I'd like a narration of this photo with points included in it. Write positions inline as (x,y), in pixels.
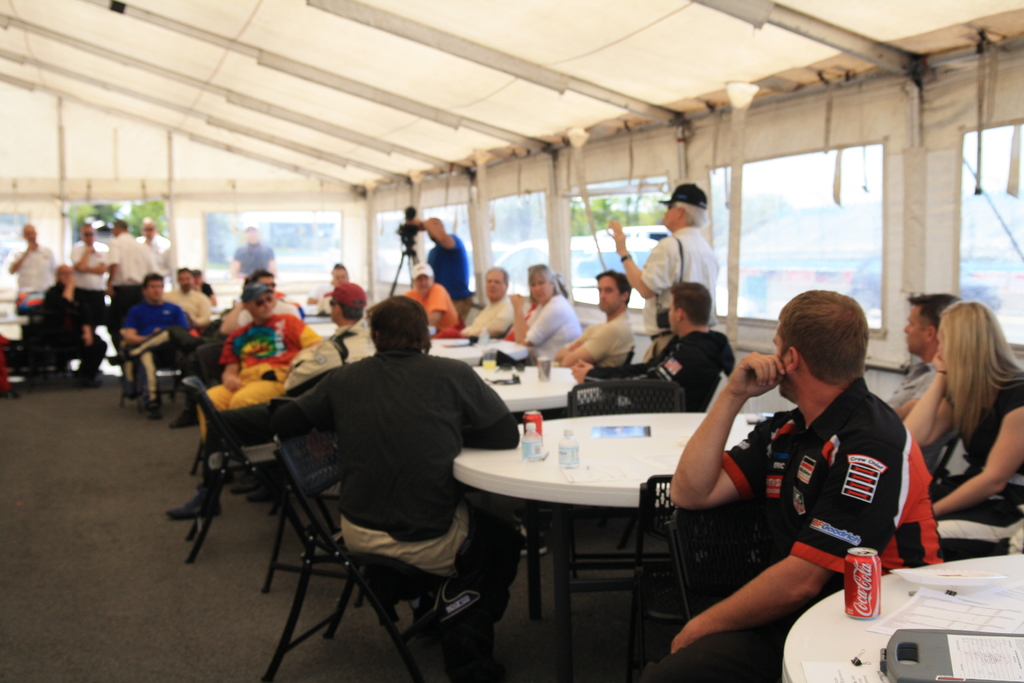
In this picture, we see many people (487,280) sitting on chair (329,550). In front of them, we see many white tables (519,466) on which water bottle (569,433), coke bottle (539,423), paper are placed and in the middle of the picture (445,263), man (456,265) in blue t-shirt (435,265) is holding video camera (402,232) and taking video in it. Behind this, we see a car (633,237) moving on the road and we even see trees (633,215). I think this might be a tent (353,180).
